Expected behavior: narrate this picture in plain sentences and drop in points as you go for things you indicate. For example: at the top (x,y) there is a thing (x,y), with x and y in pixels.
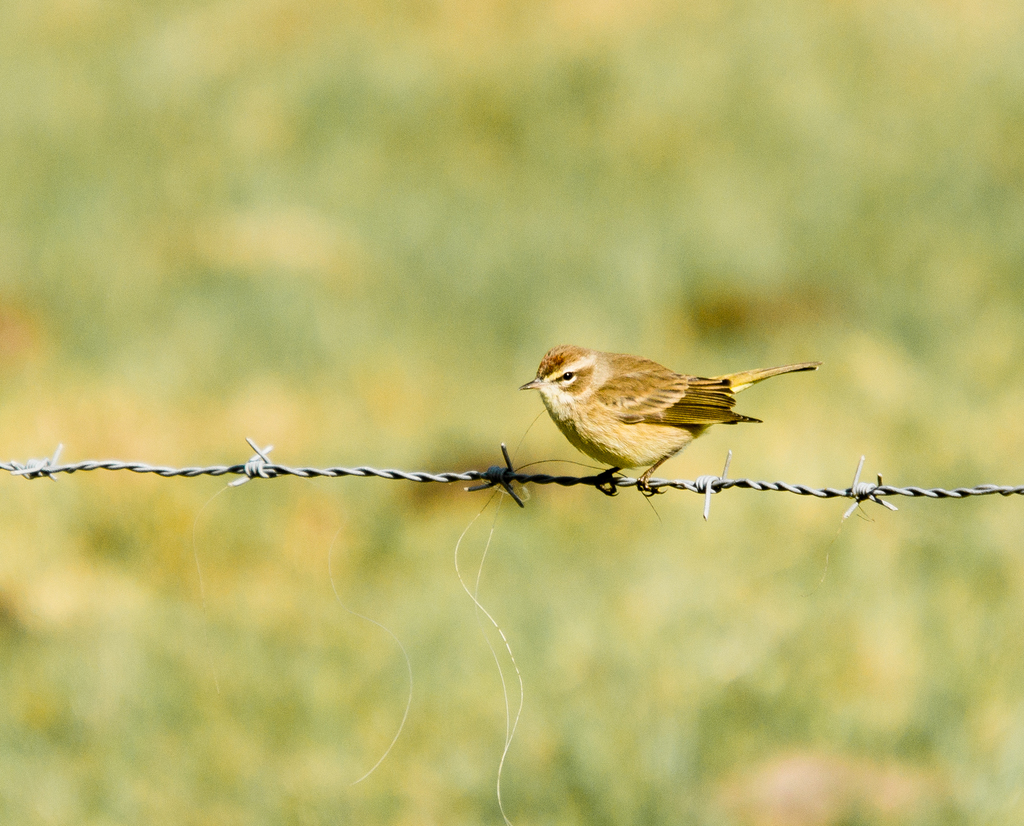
In this picture I can see there is a palm warbler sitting on the fence (60,470) and in the backdrop (324,552) I can see there is grass (338,226) on the floor (303,216).
